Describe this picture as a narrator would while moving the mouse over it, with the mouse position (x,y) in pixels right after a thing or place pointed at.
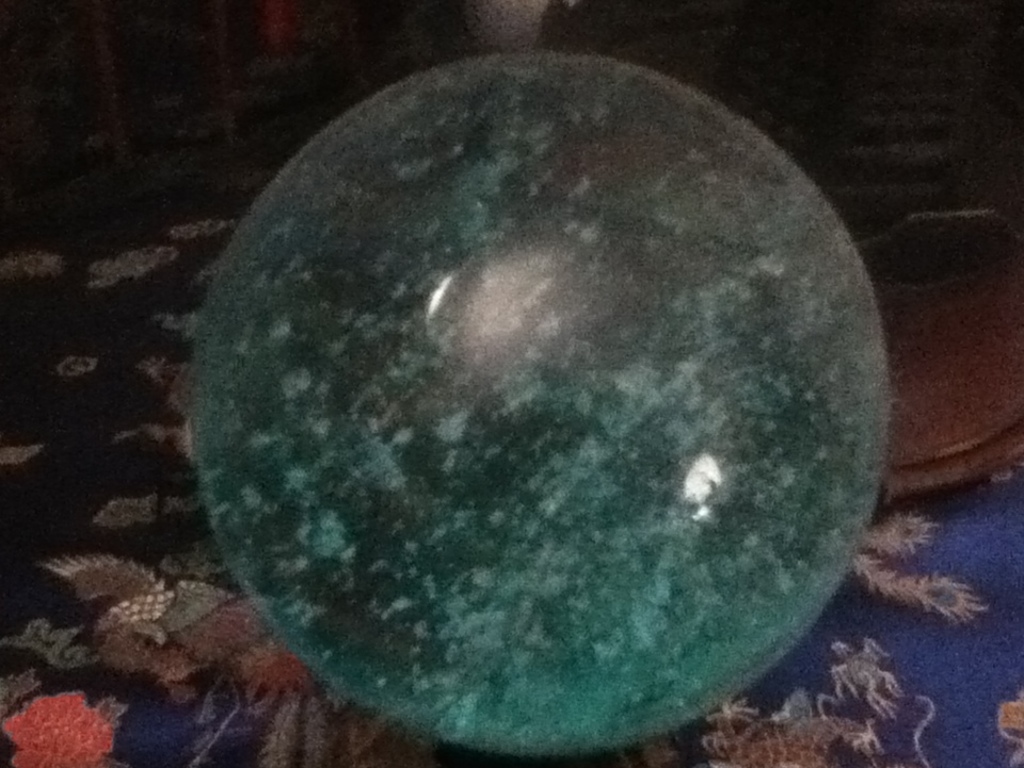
In this image we can see an object (608,442). At the bottom (896,689) there is a cloth (272,729).
